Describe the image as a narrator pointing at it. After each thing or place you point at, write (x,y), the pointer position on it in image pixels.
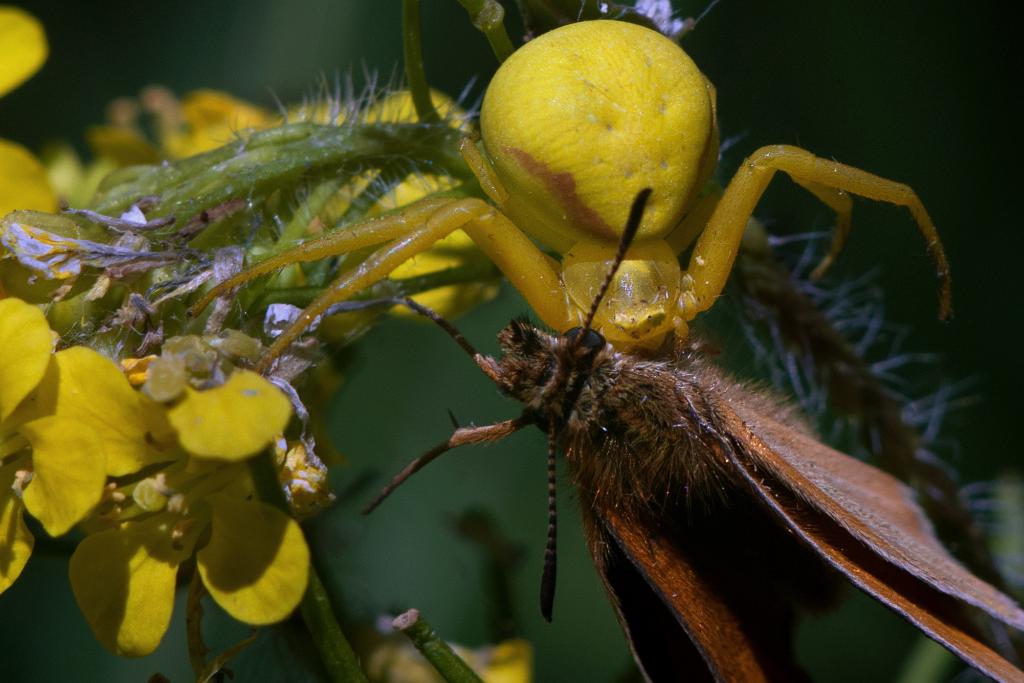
In this picture there is an yellow color insect (577,172) and there is a brown color insect (760,516) on the plant (66,242) and there are yellow color flowers (130,446) on the plant (241,587). At the back (304,21) image is blurry.
